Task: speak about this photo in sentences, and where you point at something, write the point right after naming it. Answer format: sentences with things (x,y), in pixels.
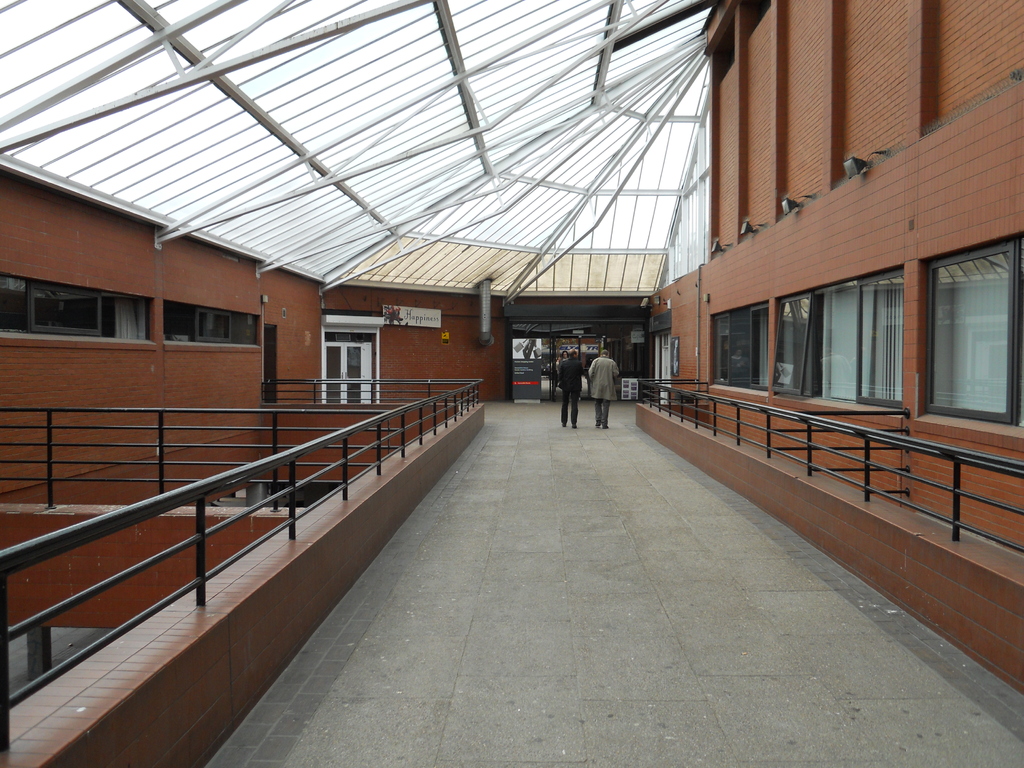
In this image we can see two persons (608,409) on the path (570,541). We can also see the fence (876,466), windows (796,382), door (550,350), banner (531,360) and also a board (388,314) attached to the wall (420,365). At the top (419,97) we can see the roof (479,81) for shelter.
